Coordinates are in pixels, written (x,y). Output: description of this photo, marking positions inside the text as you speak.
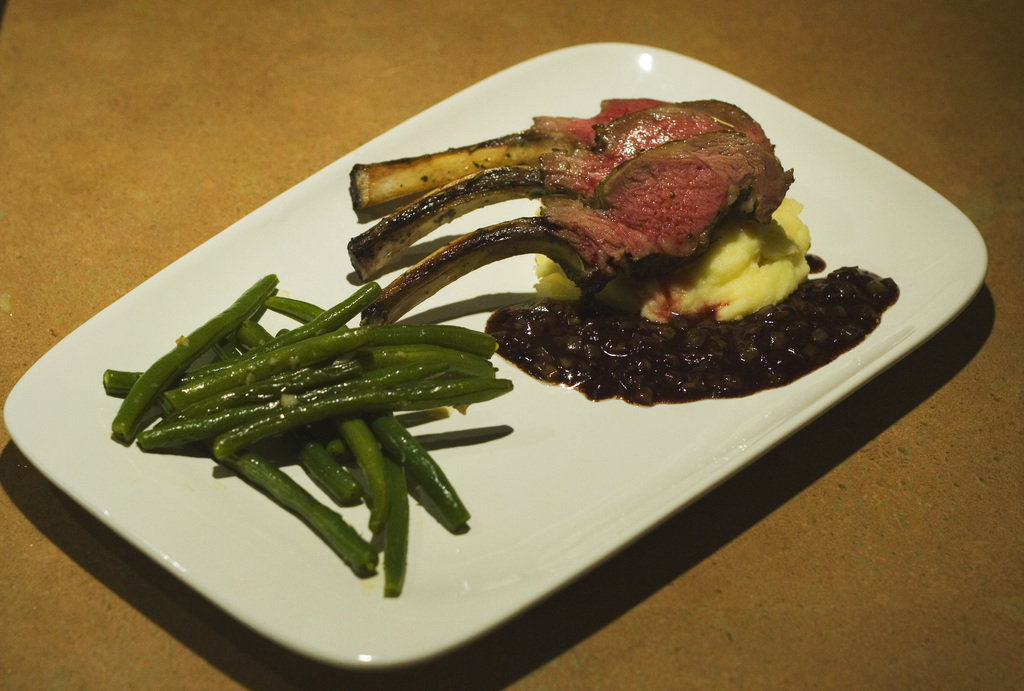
In this image I can see there are food items (552,380) in a white color plate (585,424).
